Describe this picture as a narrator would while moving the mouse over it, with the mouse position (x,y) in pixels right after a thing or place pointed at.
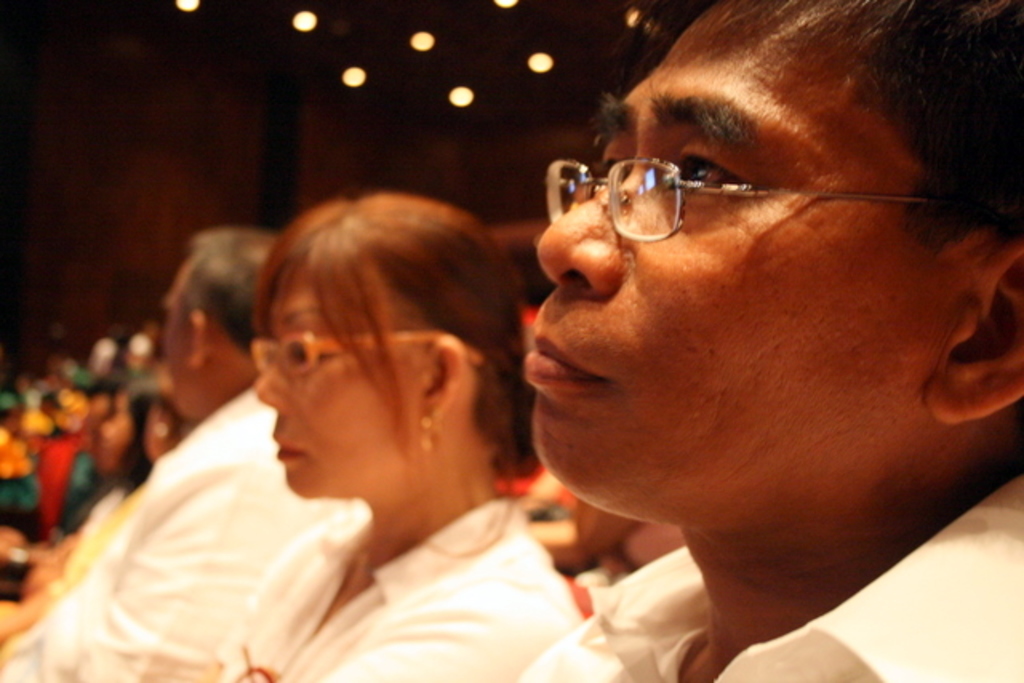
In this image we can see a few people (507,372) sitting and at the top of the roof (393,125) we can see some lights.
